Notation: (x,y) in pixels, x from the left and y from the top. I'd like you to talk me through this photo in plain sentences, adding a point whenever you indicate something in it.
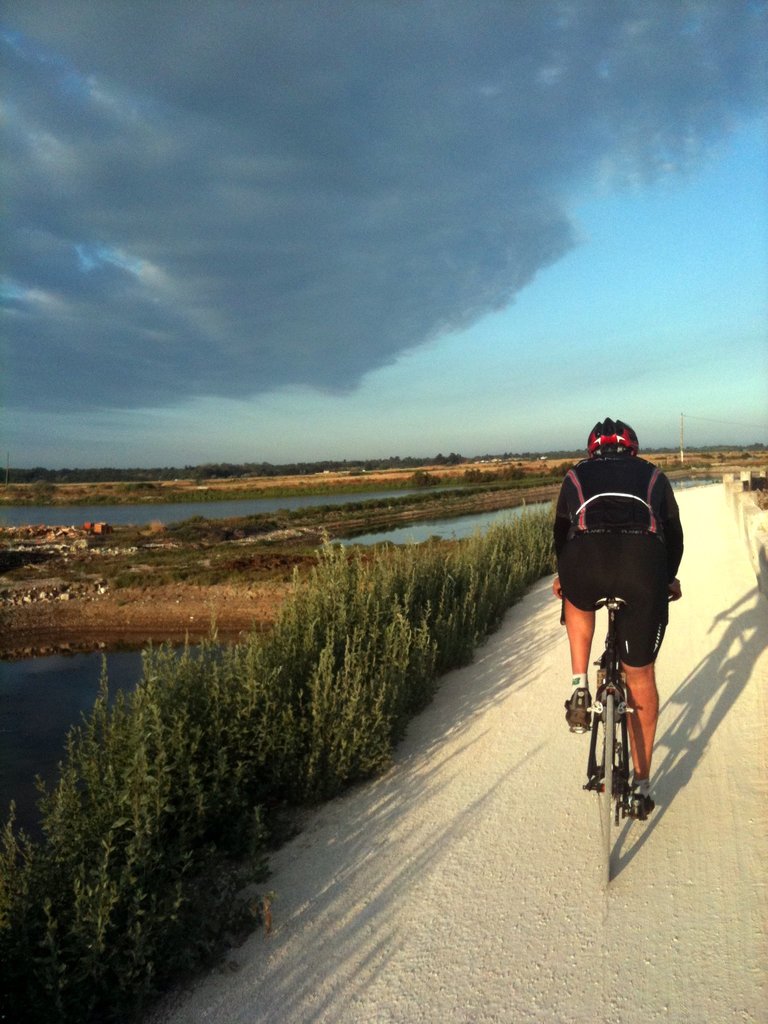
In this image we can see a person (622,652) riding a bicycle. We can see the water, plants (262,771) and trees (27,476). At the top (358,309) we can see the clouds (448,202) in the sky (404,288).
